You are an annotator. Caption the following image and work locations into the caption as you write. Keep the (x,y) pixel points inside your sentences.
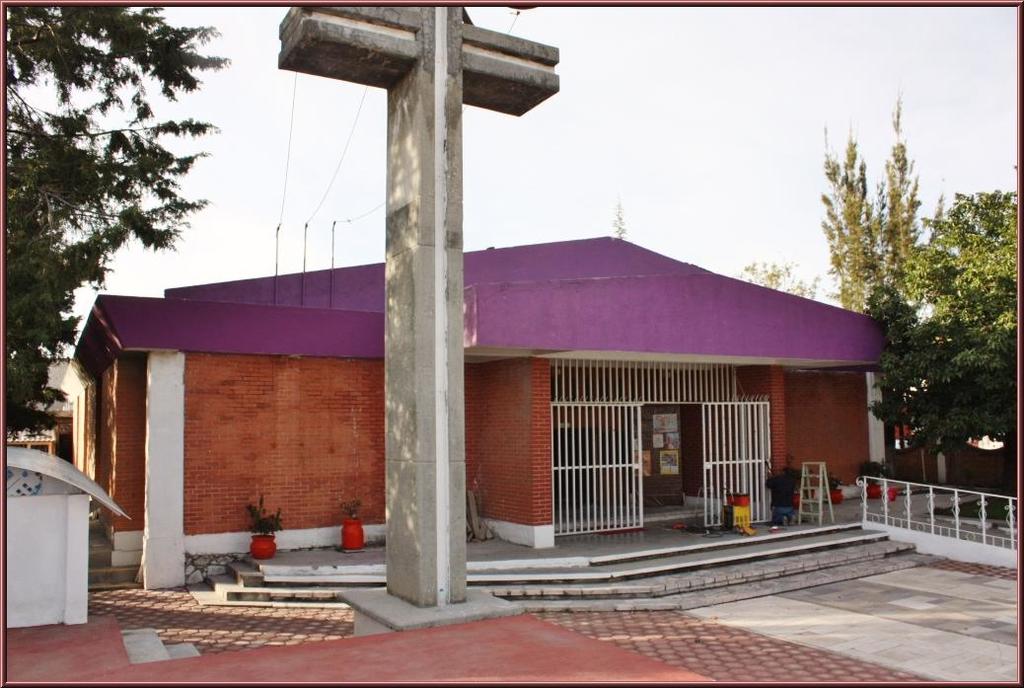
In the foreground of this image (441,550), there is a cross symbol (415,273). Behind it, there is a house (639,395), few flower pots (349,530), ladder (822,504), railing (939,488), trees (949,323) on either side of the image and a shelter (83,518) on the left (31,528). At the top (318,145), there are cables (289,155) and the sky (344,139).
